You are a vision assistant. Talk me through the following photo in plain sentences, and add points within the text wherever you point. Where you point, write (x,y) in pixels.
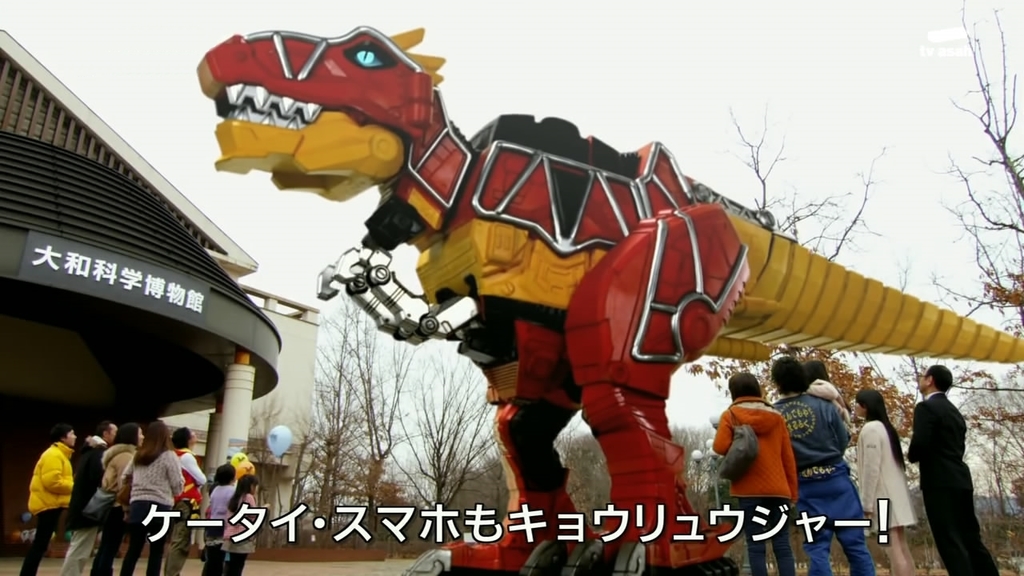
In this image we can see a model of a dinosaur (625,247). Left side of the image (122,294), one building (166,286) is there. Background of the image (375,458) tree (361,442) are there. The sky (262,29) is in white color. At the bottom of the image (170,501) men (832,463), women (752,472) and children (224,492) are standing and watching to the dinosaur model (464,341). We can see watermark (316,530) at the bottom of the image (250,529).
